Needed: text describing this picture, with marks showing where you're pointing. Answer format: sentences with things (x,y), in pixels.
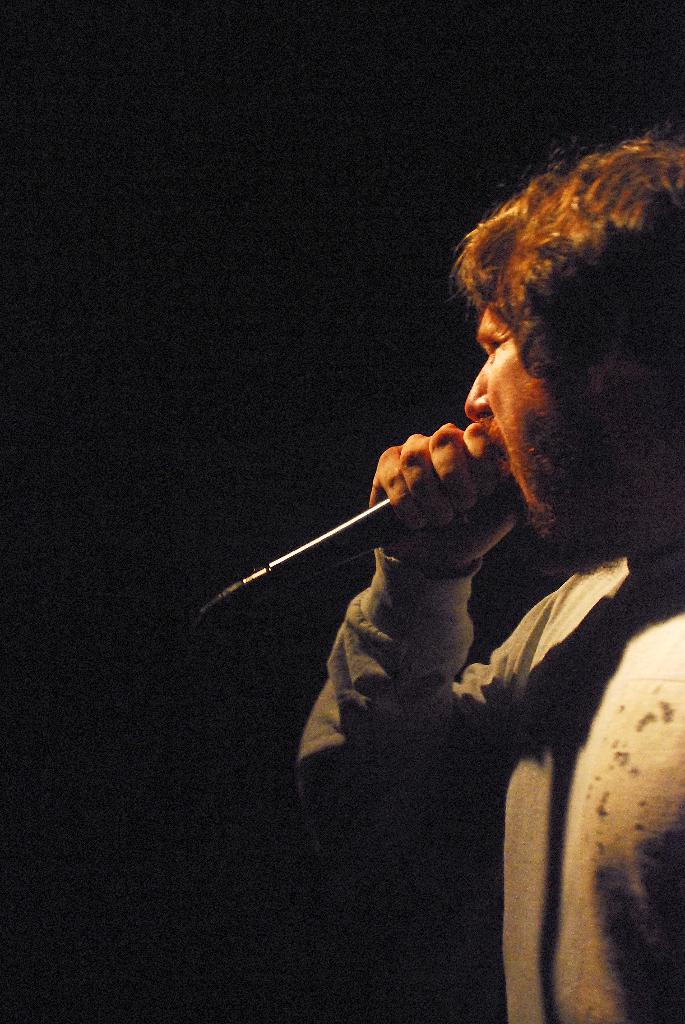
In this image I can see a person (390,555) holding a mike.
